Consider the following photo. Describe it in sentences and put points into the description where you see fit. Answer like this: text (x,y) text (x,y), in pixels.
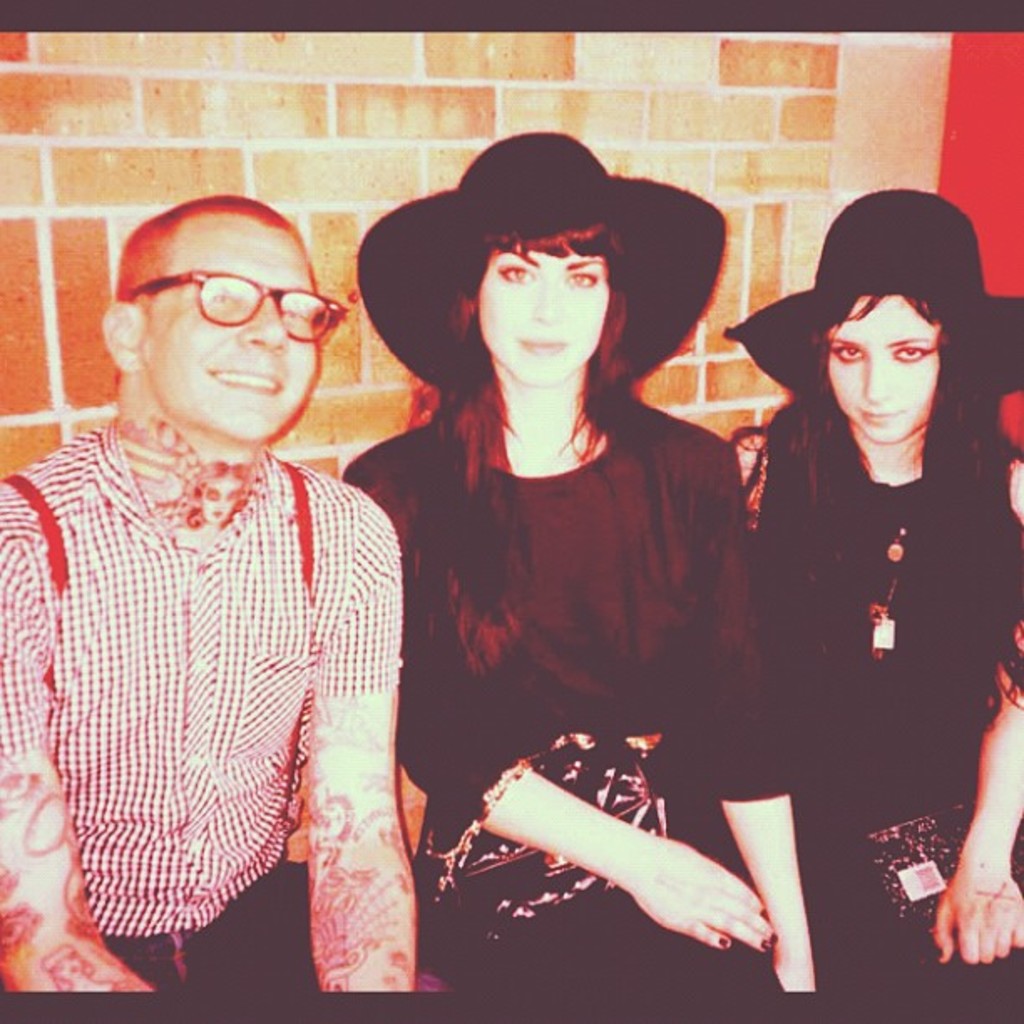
In this image a man (200,737) wearing check shirt (178,624) is sitting. There are tattoos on his body (220,423). He is smiling. Beside him two women (530,546) are sitting. They are wearing hat (707,294) and black dress (794,568). In the background (460,86) there is wall (668,119).
